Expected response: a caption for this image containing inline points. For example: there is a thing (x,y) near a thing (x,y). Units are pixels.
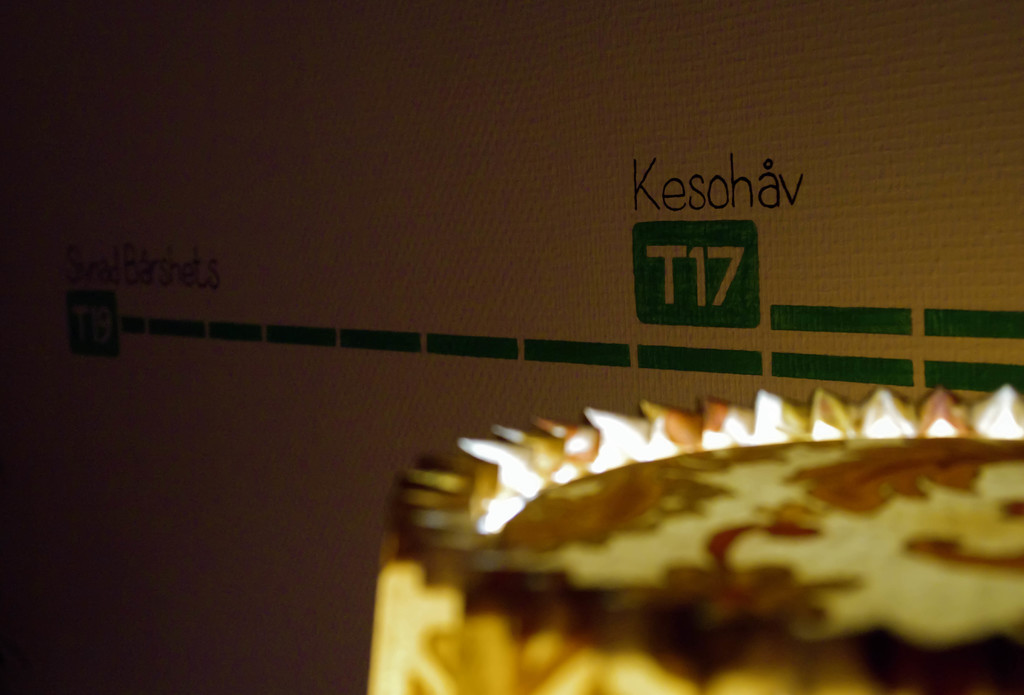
in this image we can see an object (816,532), and we can see a wall (325,307) with text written on it.
